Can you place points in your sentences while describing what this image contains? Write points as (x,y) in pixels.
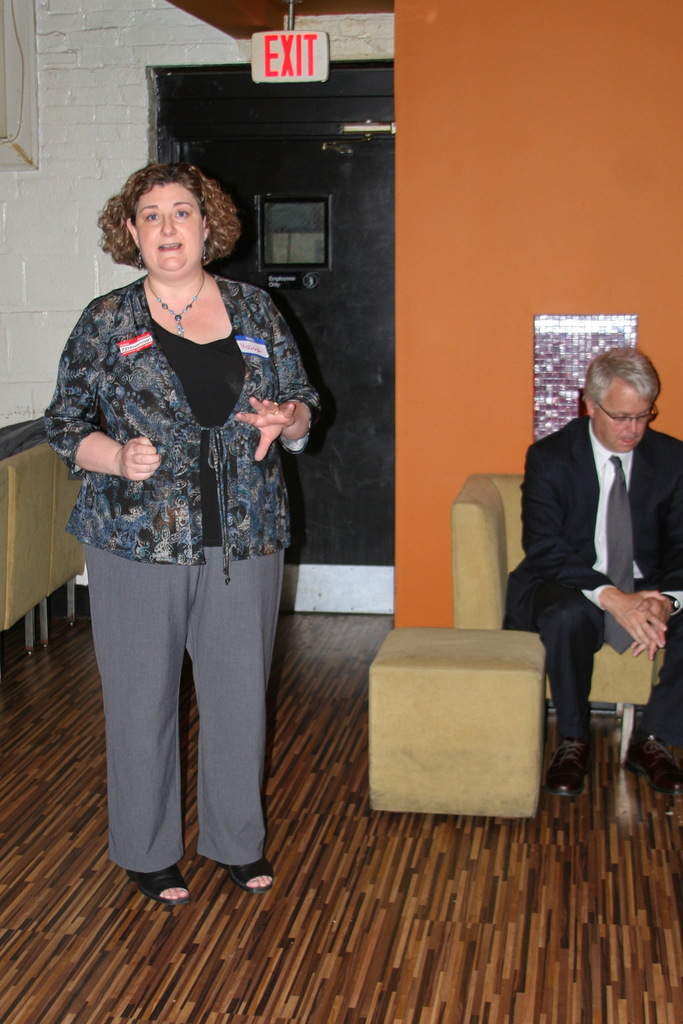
In this picture, There is a floor (533,924) which is in brown color and in the left side (168,730) there is a woman (150,530) standing and in the right side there is a sofa (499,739) in yellow color and there is a man (537,561) sitting on the sofa (513,554) and in the background (497,160) there is a wall (471,195) which is in orange color.
